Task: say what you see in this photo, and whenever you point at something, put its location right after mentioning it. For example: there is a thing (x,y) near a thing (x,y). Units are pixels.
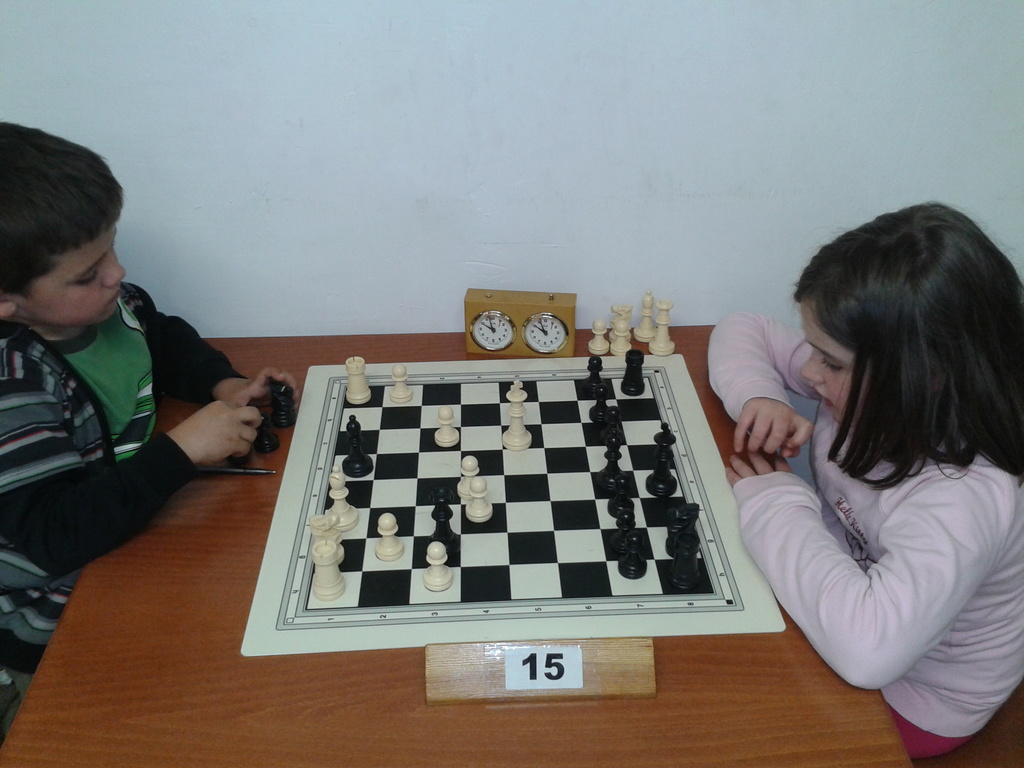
This is a picture where we have 2 persons (23,205) sitting in the chair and playing chess board (483,377) with a timer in the table (301,373).
